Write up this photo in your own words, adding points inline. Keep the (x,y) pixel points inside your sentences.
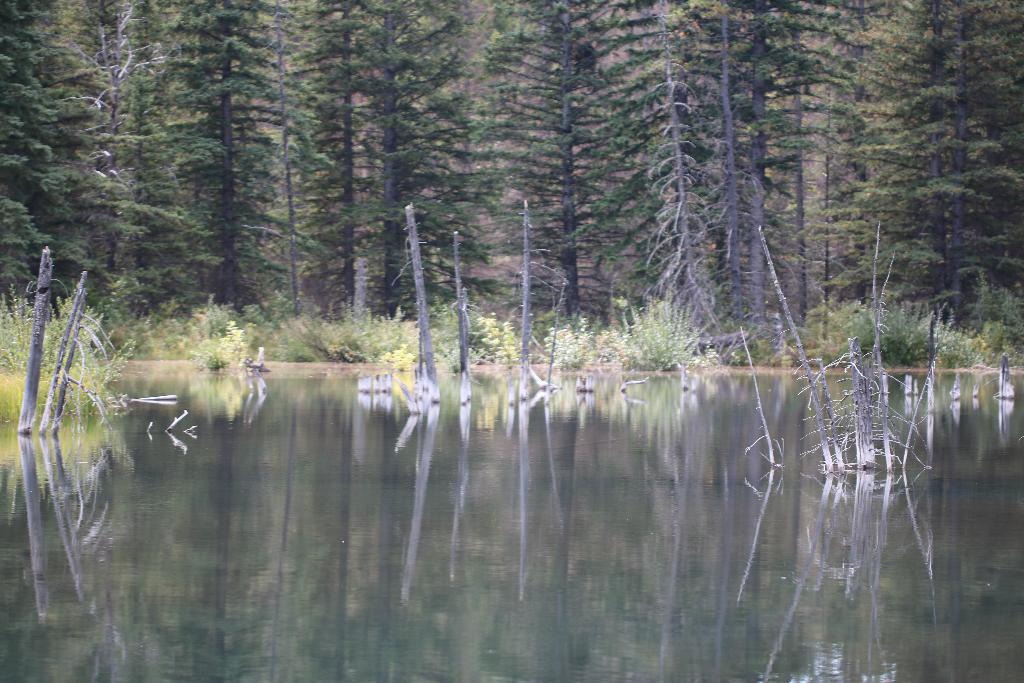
In this image, there are so many trees (496,278), plants (4,328) and poles (877,293). At the bottom of the image (624,546), we can see the water (226,593). On the water (621,583), there are few reflections (391,540).
